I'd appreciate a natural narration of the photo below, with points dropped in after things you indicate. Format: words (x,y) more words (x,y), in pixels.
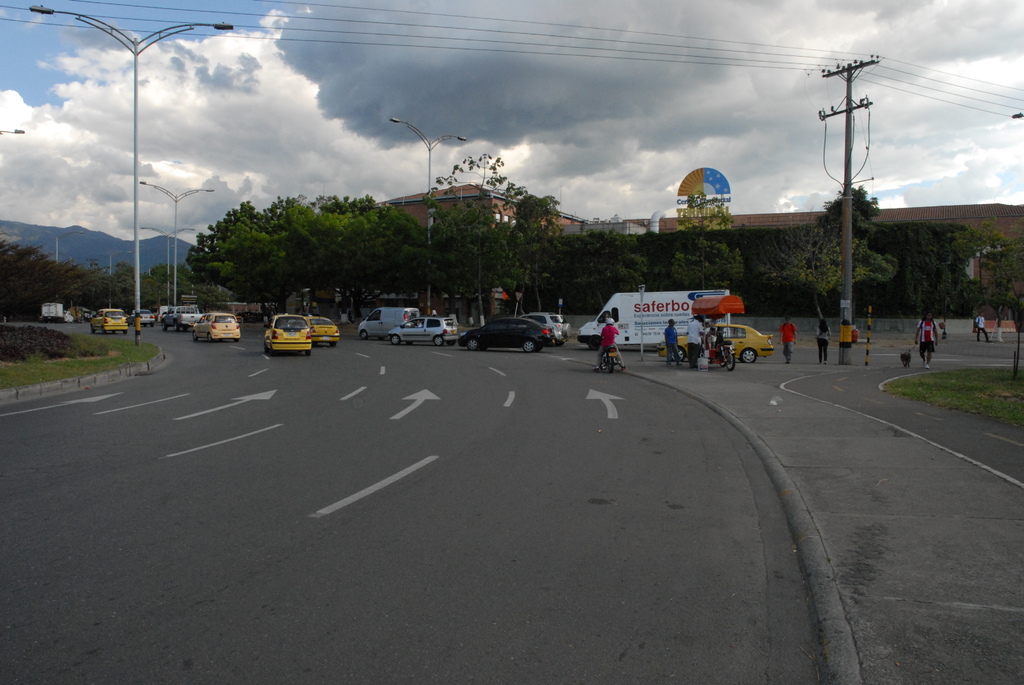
In this picture we can see vehicles (637,302) and some people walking on roads (655,409), poles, trees (233,261), mountains (141,253), buildings (970,218) and in the background (298,56) we can see the sky (414,153) with clouds (321,156).
